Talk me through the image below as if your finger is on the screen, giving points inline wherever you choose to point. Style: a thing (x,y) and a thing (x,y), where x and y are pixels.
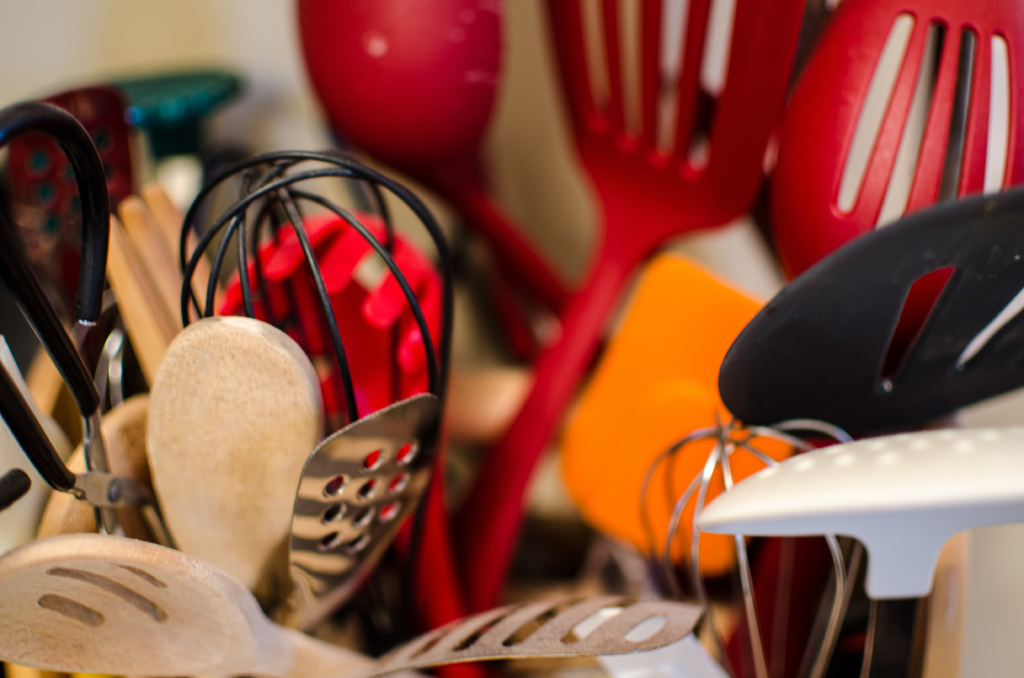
In the picture there are spoons (315,413) in different models made of different materials (261,492) there are wooden spoons (202,508) and steel spoons (353,469) and plastic spoons (724,177) and fiber spoons (344,90) are present.
